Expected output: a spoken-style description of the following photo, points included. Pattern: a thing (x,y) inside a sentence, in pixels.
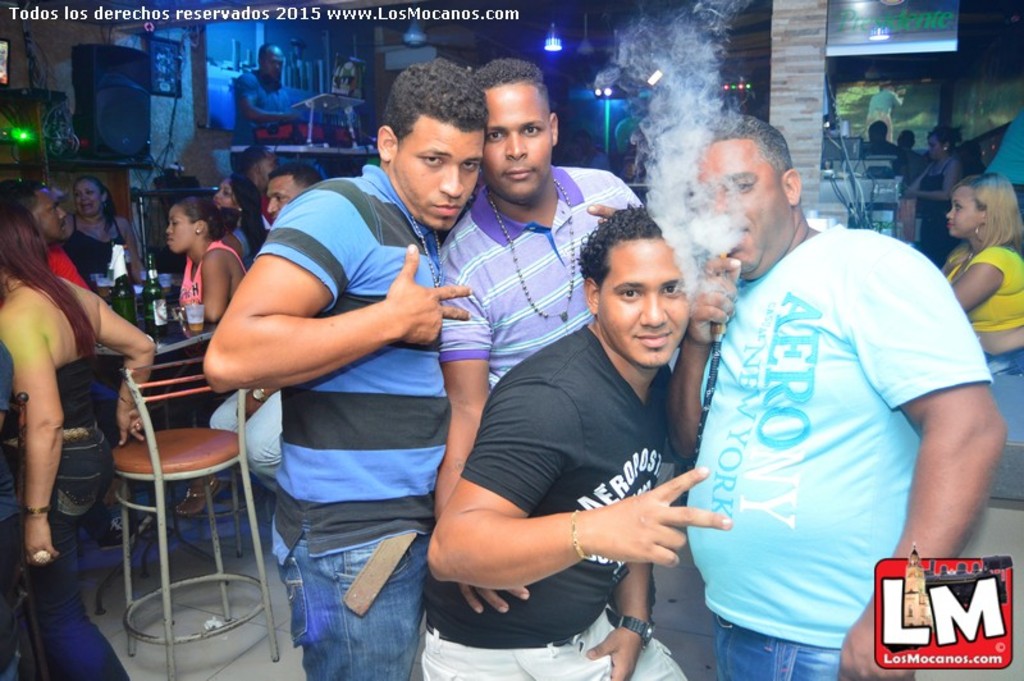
In this image we can see a group of people (721,393) standing. One person (752,297) is holding a pipe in his hand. In the left side of the image (186,225) we can see some people (172,230) sitting on chairs (197,465), bottles (146,319) and a cup (192,326) are placed on the table (176,345), we can also see speaker (109,140) on a rack (47,147) and photo frame (7,61) on the wall (61,168). In the right side of the image (919,32) we can see the signboard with some text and a screen (900,105). At the top of the image (551,37) we can see a laptop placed on stands (326,107) and some lights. In the bottom right corner of the image (901,585) we can see a logo (944,617) with some text (922,627).
